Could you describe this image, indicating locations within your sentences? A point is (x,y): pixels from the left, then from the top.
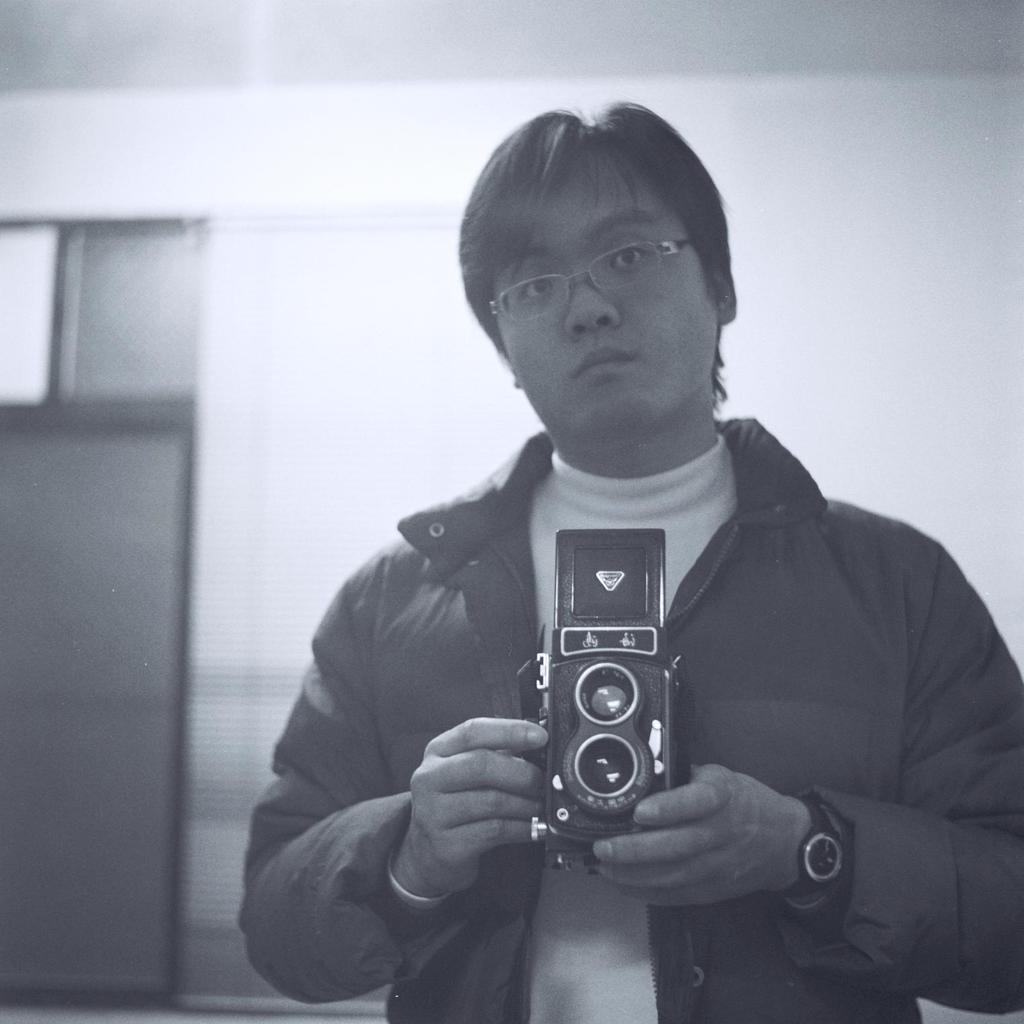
There is a person (959,941) standing in the center (661,455). He is wearing a coat (964,927) and he is holding a camera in his hand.
